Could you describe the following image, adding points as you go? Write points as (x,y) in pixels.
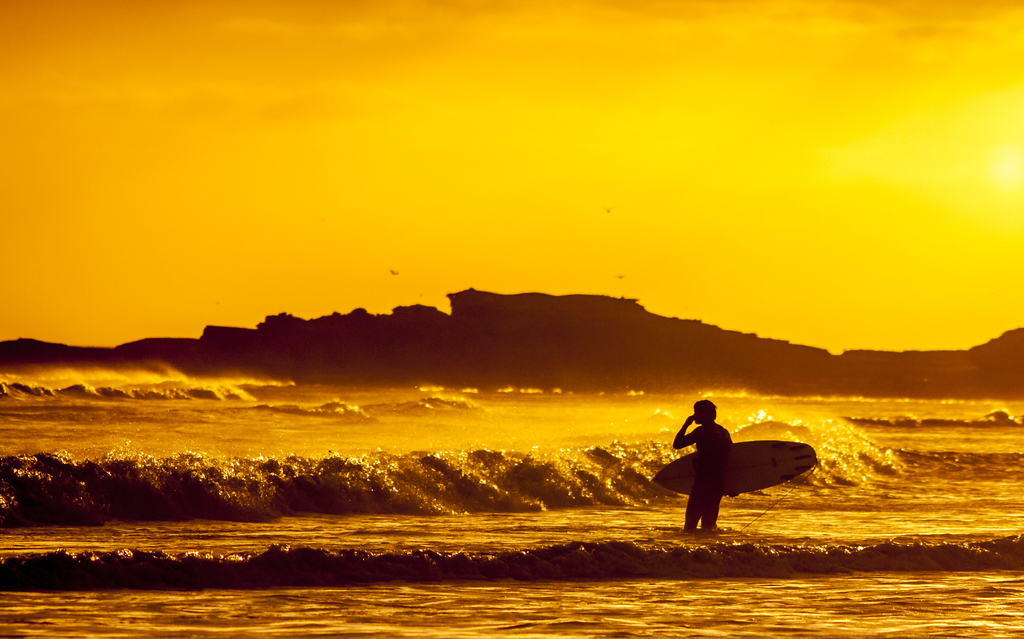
In this image we can see a man (703,460) holding a surfboard (743,469) and standing in the water (242,423). In the background (440,200) we can see sky (330,169), hills (357,353) and sea (226,428).
